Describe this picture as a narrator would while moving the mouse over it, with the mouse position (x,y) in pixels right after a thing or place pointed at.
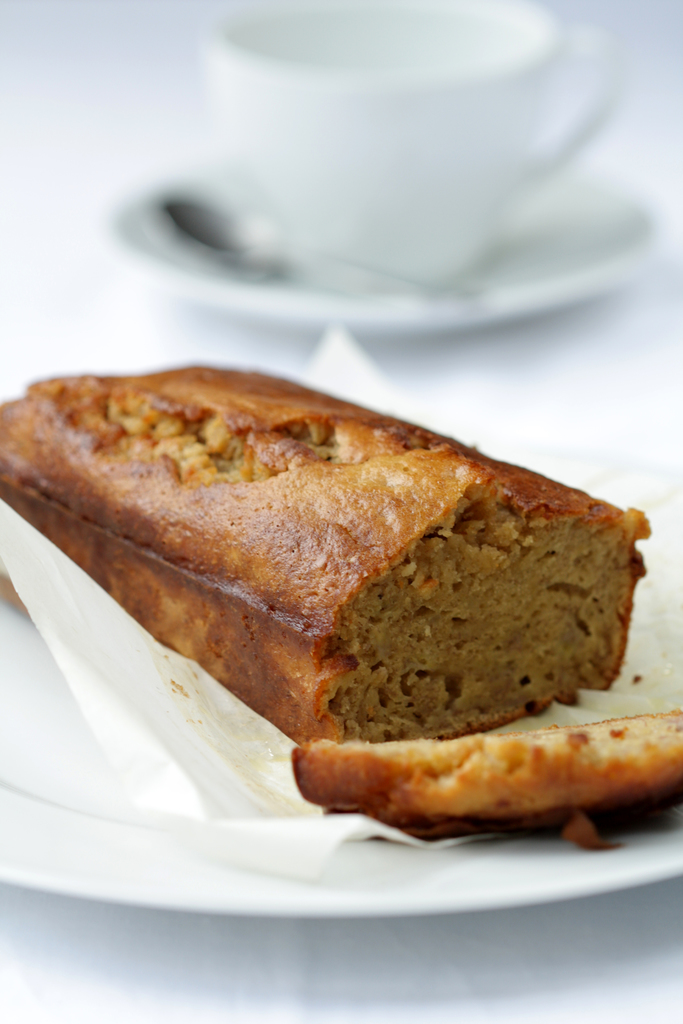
Here I can see a plate (4,792) which consists of some food item (278,643). It is placed on a white surface (310,1003). Behind there is a cup (414,235) in a saucer (386,322).
